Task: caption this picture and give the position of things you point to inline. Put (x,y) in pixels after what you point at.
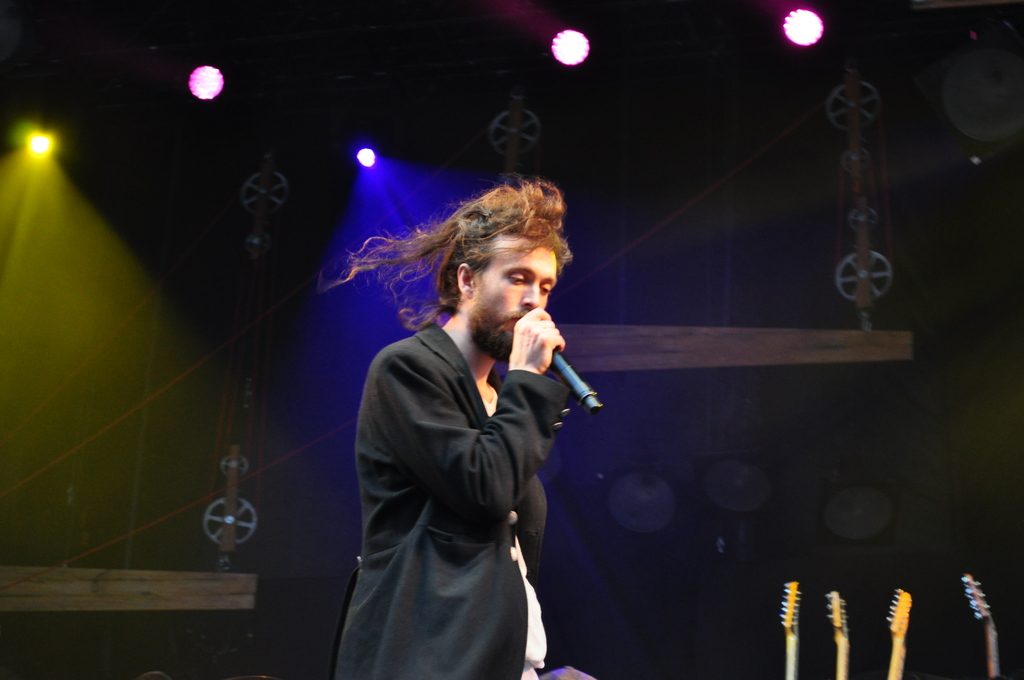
In this image there is a man (477,478) standing in the center (514,402) holding a mic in his hand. In the background (185,271) there are lights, there is a curtain (608,310) and there are musical instruments (906,615) in the front (906,633).
